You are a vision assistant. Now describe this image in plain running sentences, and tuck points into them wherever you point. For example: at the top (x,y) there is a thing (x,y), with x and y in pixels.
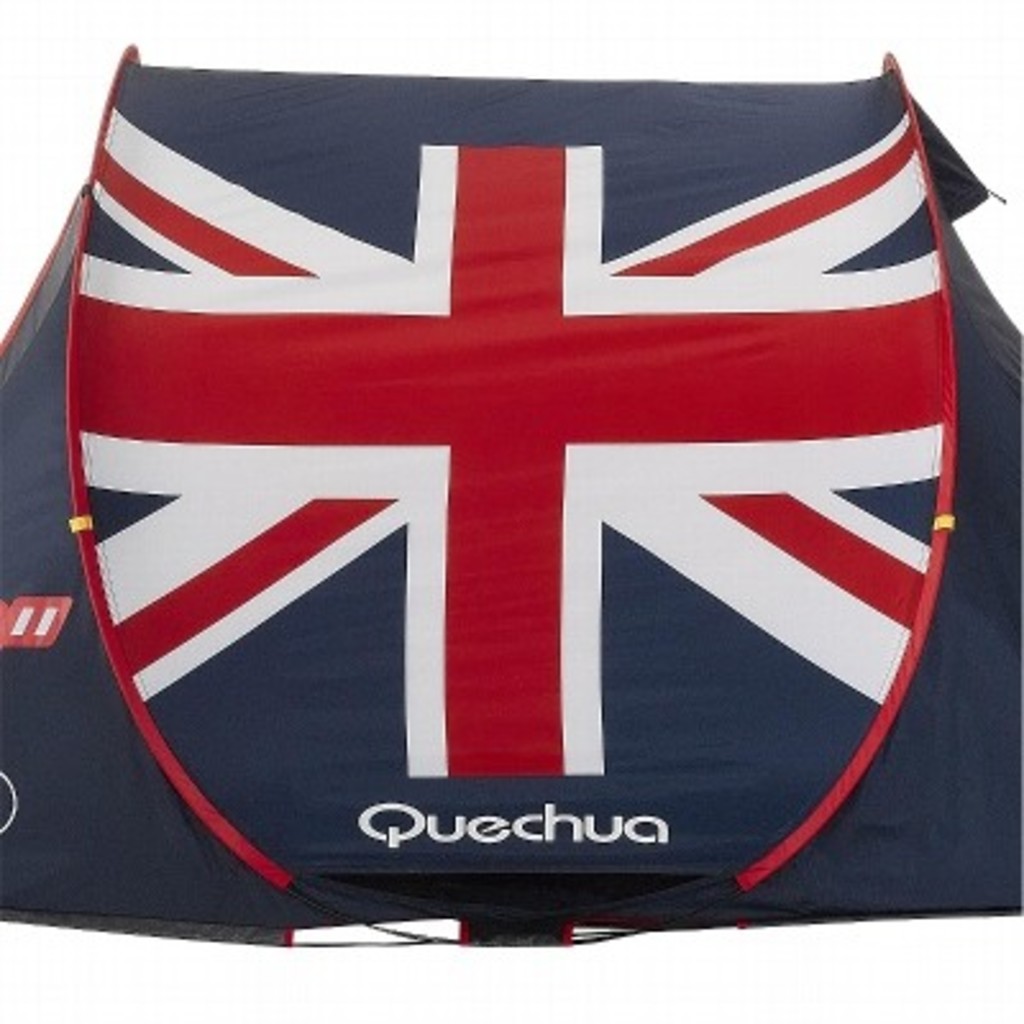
In this image I can see black colour thing (252,402) and on it I can see red and white colour lines (552,365). I can also see something is written over here and I can see white colour in background (186,34).
